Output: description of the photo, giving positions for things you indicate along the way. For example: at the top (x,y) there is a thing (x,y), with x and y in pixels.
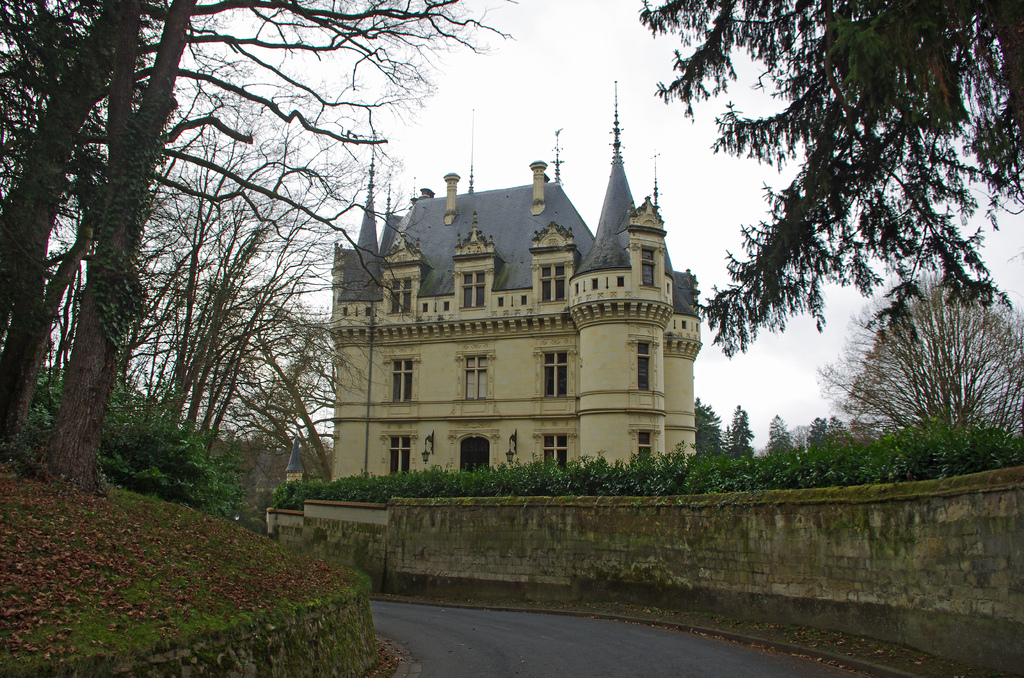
In this picture we can see the road (457,608), walls (671,587), dried leaves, trees (30,230), building (538,341) with windows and in the background (398,109) we can see the sky (549,57).
